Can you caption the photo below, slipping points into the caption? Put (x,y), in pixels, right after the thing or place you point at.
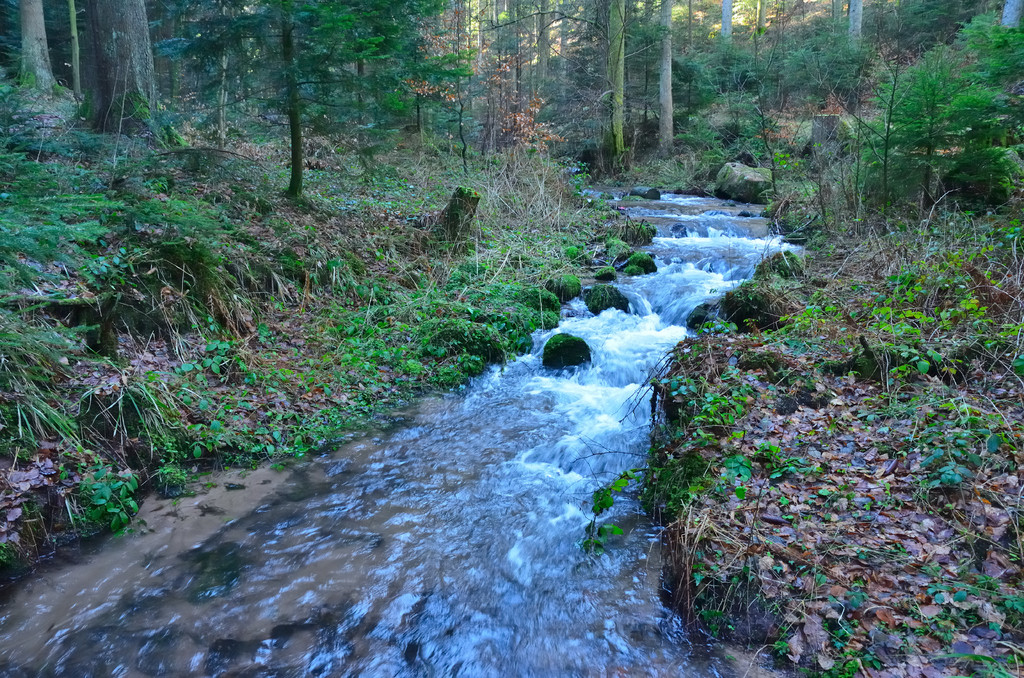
In this image, we can see so many trees (899,131), plants (982,351), stones (750,176), dry leaves (904,667) and water flow (479,556).
